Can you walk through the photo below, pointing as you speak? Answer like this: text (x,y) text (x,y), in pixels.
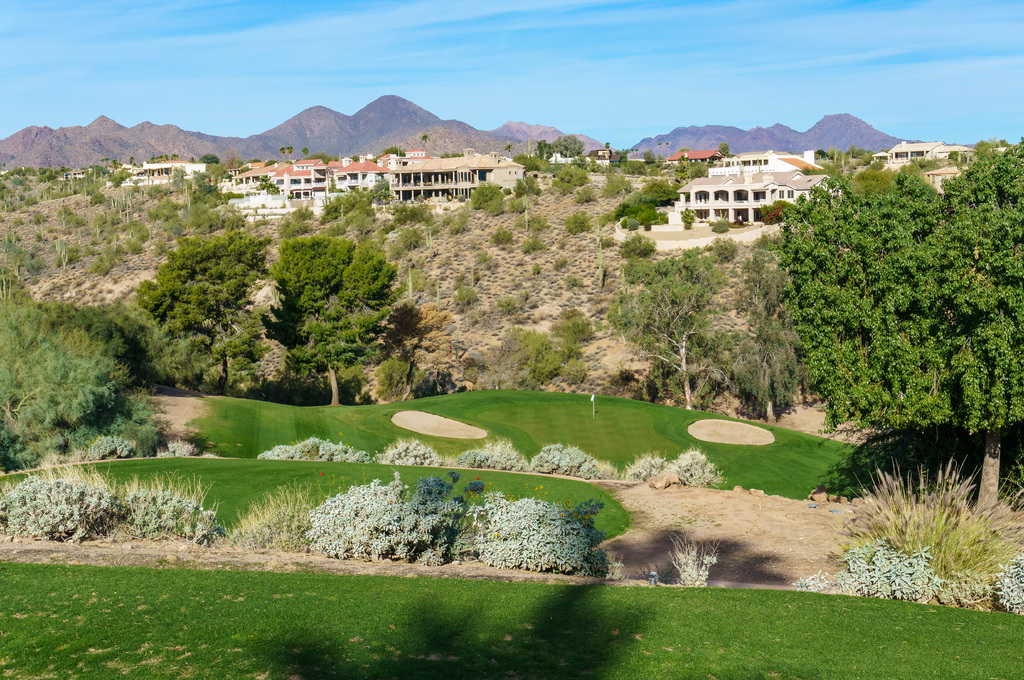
In this picture we can see grass (328,622) on the ground (378,623) and in the background (464,299) we can see plants (538,537), trees (421,331), buildings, mountains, sky (924,6).
